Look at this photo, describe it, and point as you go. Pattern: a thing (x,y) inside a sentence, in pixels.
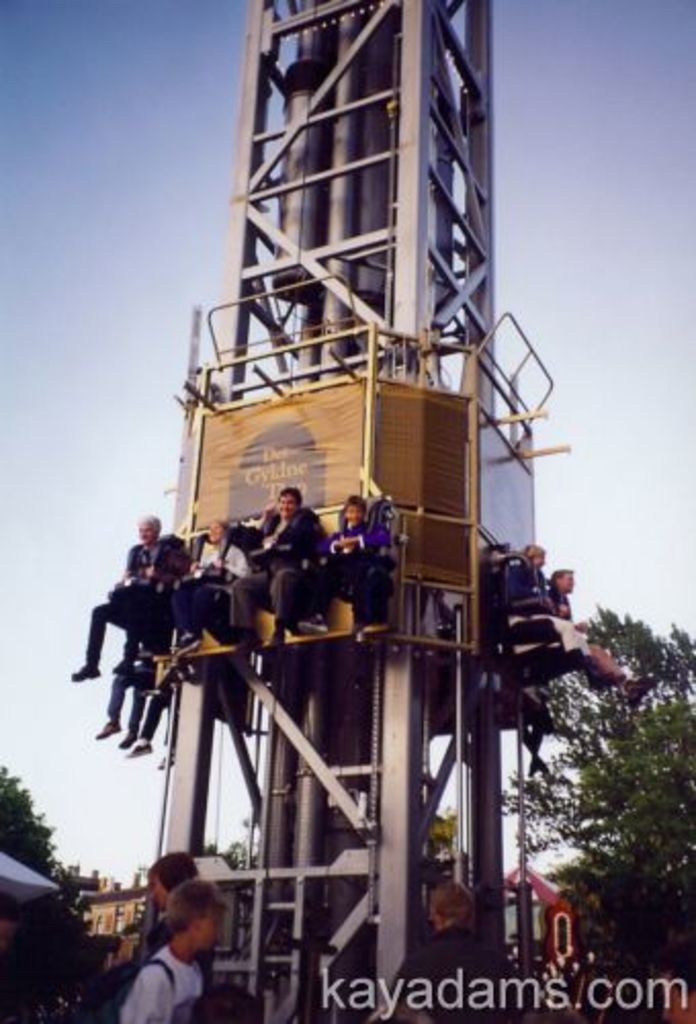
In this picture I can see group of people (418,954) standing, there are trees (654,649), there are group of people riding a drop tower (290,251), and in the background (69,100) there is sky (560,350) and there is a watermark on the image.
